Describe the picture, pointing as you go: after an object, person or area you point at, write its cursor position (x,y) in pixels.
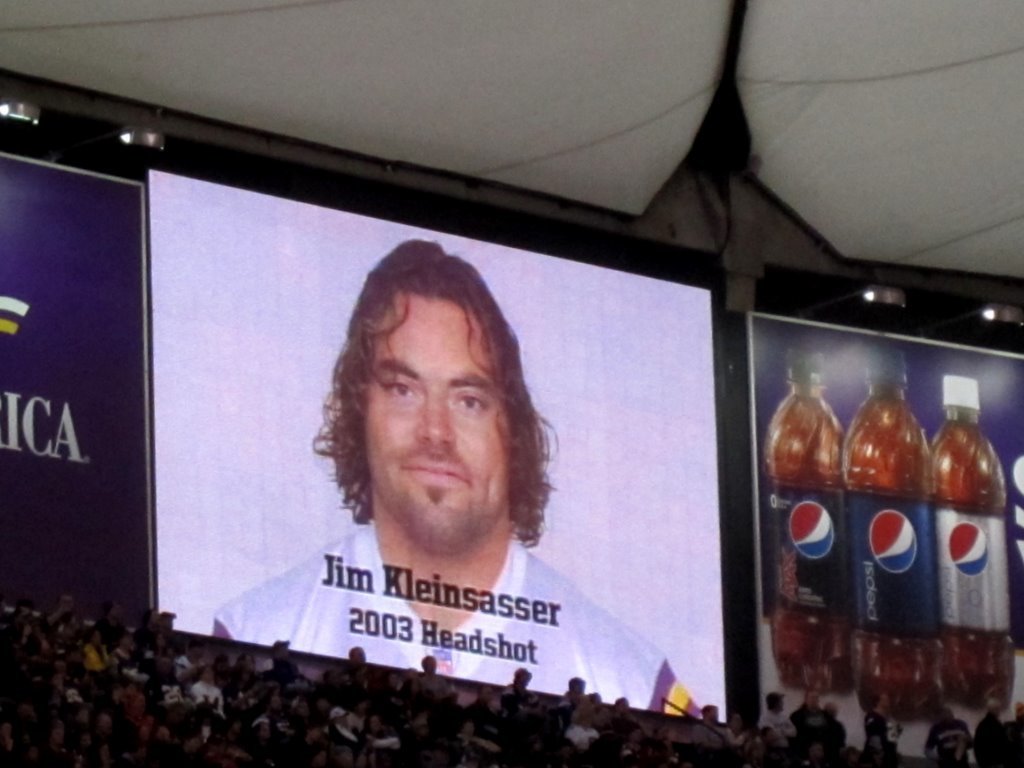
At the bottom of the image (417,720) we can see a few people (471,721) are in different costumes (495,749). In the center of the image (565,345) we can see screens (563,404). On the screens (652,473), we can see a person (439,473) is smiling, pepsi bottles (811,533) and some text (53,413). In the background (405,44), we can see a few other objects (416,79).
